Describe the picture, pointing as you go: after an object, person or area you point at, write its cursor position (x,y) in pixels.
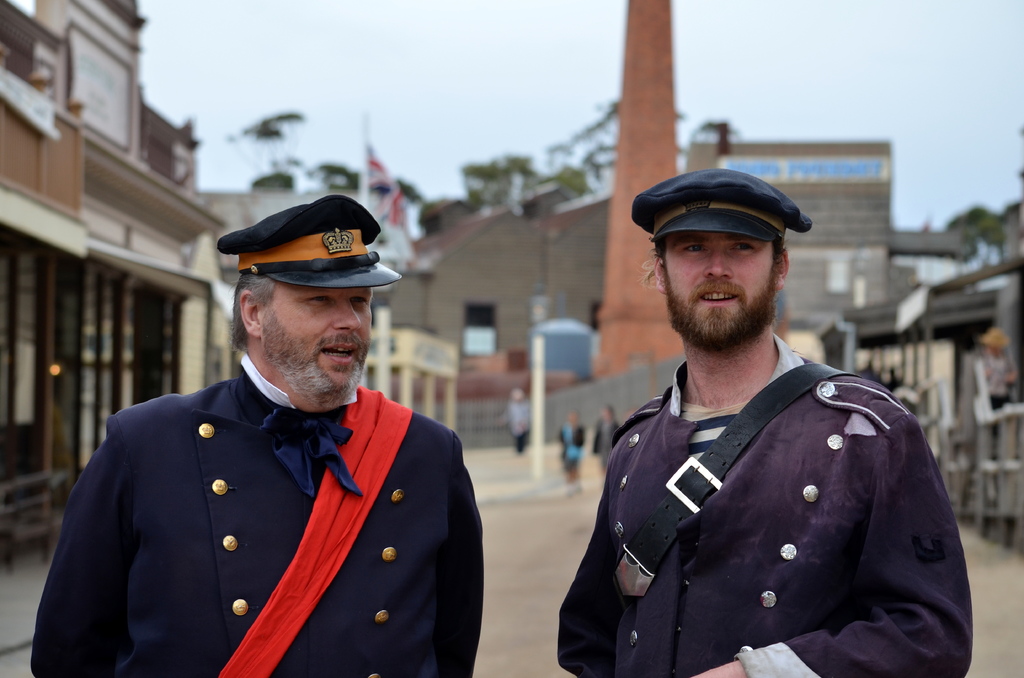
In this image, there are a few people (316,324), buildings (860,354), poles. We can see the ground (519,527) and some objects (1016,538) on the right (1000,503). We can see a flag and the sky (851,91).
